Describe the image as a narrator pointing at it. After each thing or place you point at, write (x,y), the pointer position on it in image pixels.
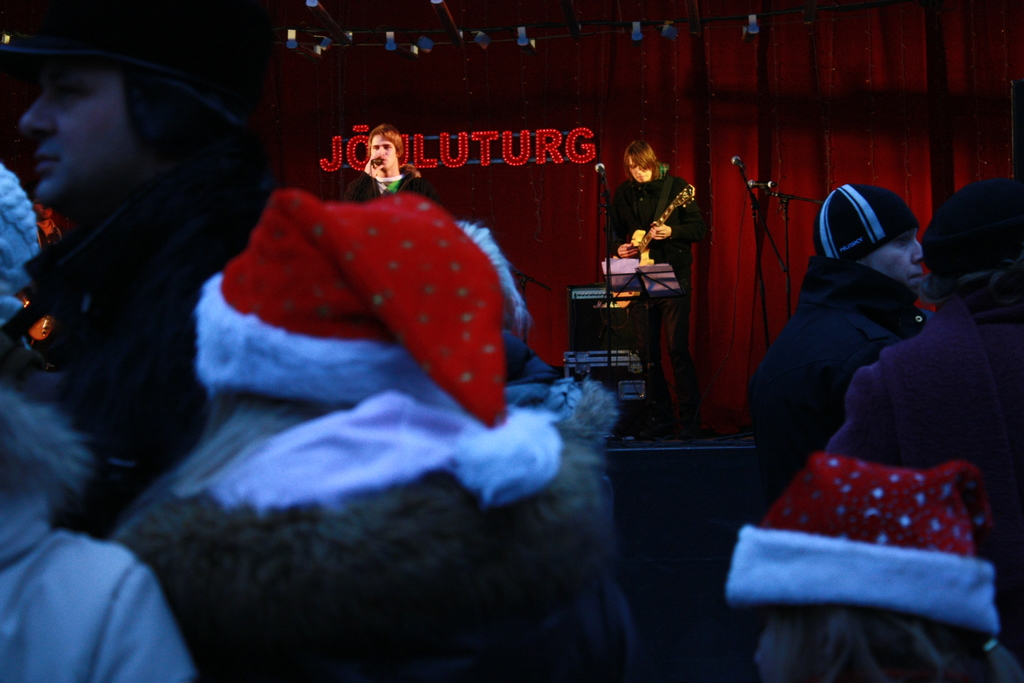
In this image we can see few people (585,398) wearing caps (512,283). In the back (405,172) there is a person (386,166) holding mic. Also there is a person (665,226) playing guitar (647,250). There are mics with mic stands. In the background (569,105) there is curtain (554,92). Also something is written with lights (518,159).
